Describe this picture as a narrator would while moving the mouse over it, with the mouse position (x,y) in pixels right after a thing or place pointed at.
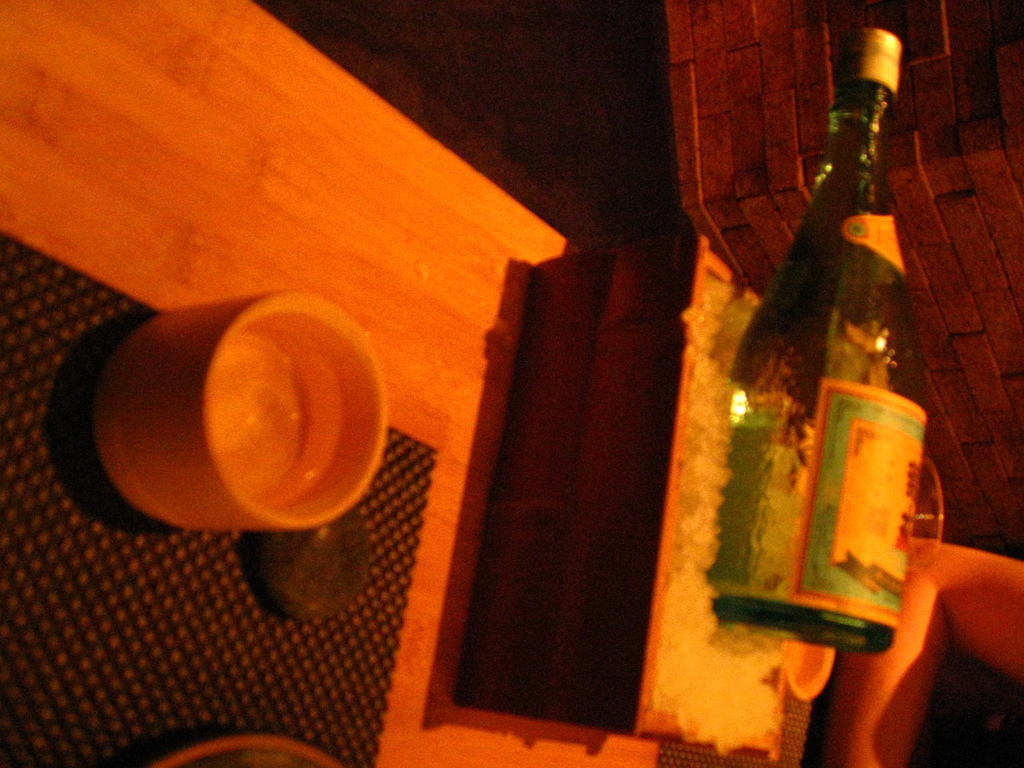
In this image, there is a table (203,150). This table (326,141) contains cup (287,392) and box (551,346) with ice cubes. There is a wall (702,107) behind this table (409,263). There is a bottle (814,362) on this box (640,444).
